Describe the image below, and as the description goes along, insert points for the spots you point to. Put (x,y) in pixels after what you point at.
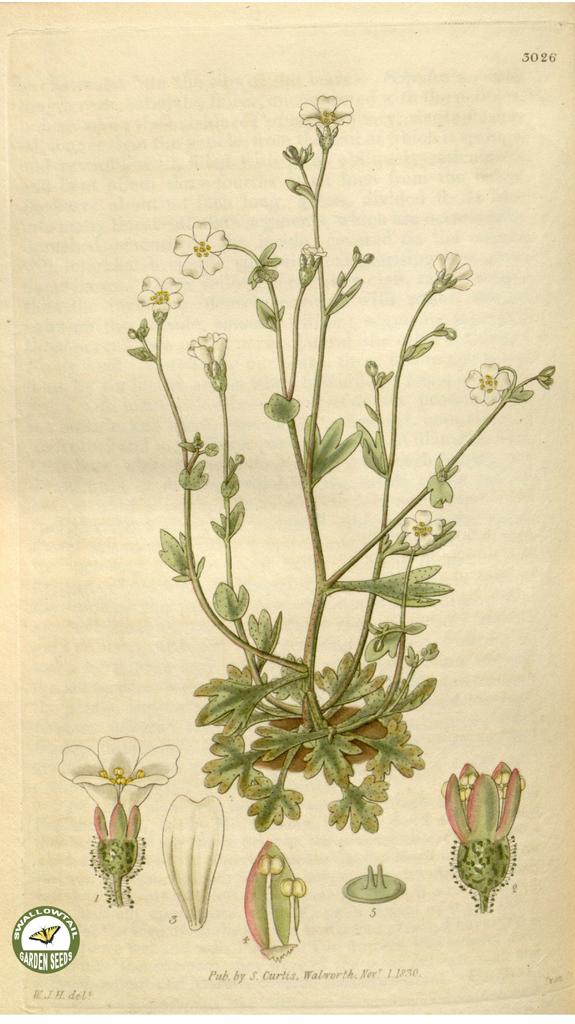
In this picture I can observe a diagram (240,767) of a plant (272,745) in the paper (97,289). The paper (117,289) is in cream color. The plant (290,707) is in green color.
